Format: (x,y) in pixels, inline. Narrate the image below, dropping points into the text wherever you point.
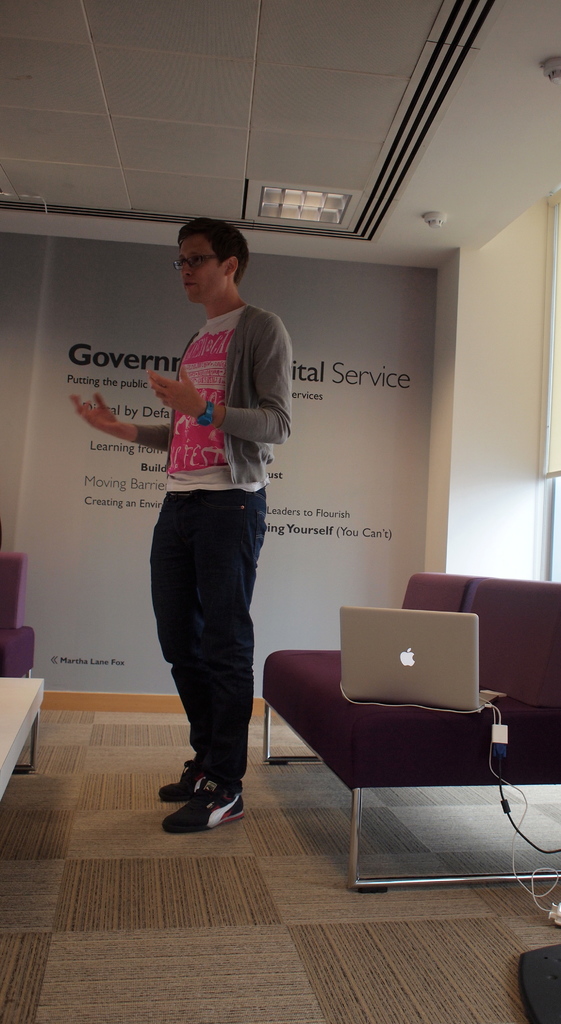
there is a man (216,383) in the room (307,746), there is a sofa (356,756) on the sofa (349,753) we can see a laptop (353,619) present over there with the cables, there is banner (163,334) back of the man (184,493) on the wall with the text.
